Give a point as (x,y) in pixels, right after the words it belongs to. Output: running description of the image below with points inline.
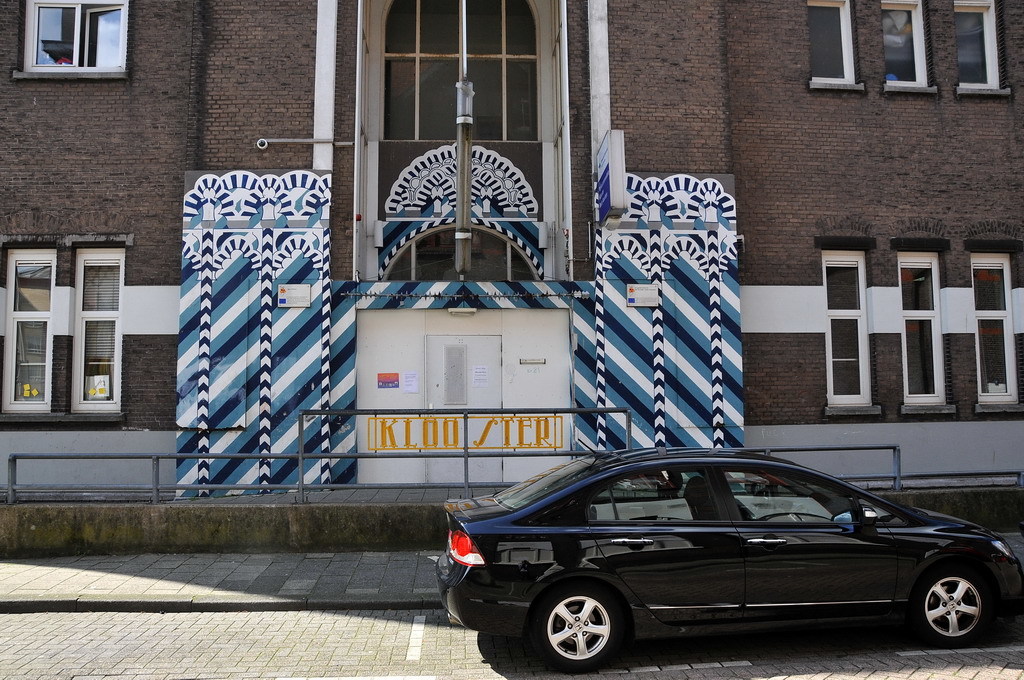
In this picture we can see a black color car (784,607) in the front (759,507), in the background (558,209) there is a building (594,103), we can see windows (79,51) and a door (471,354) of this building (528,211).
